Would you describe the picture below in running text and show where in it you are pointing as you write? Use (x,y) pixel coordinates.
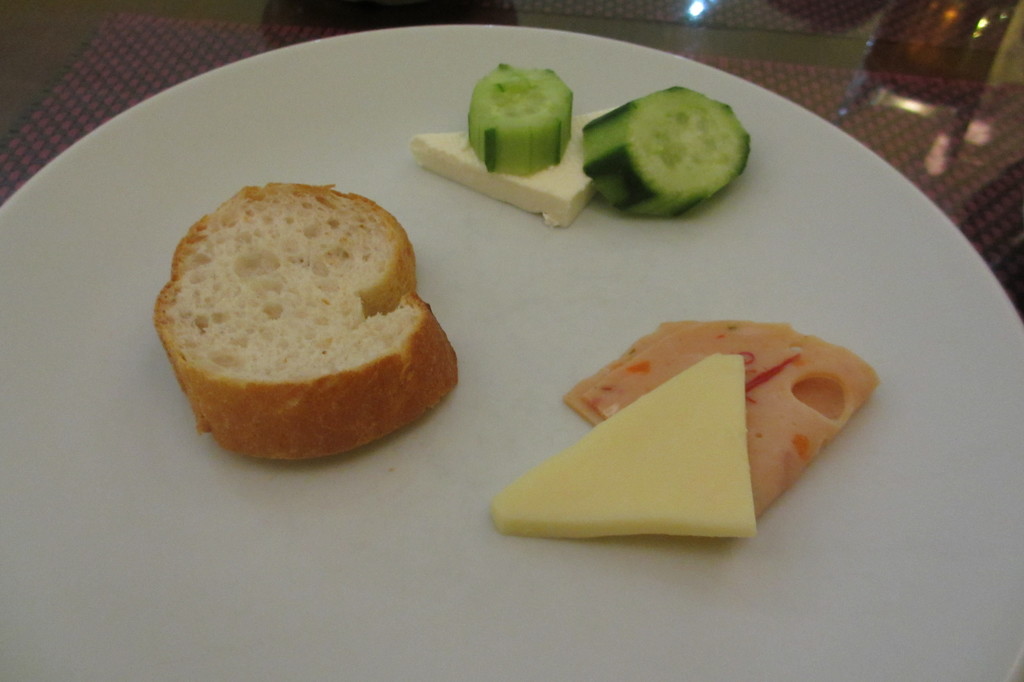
In the image there is a bread slice (251,272), cheese (676,449), cucumber slices (591,140) served on a plate (60,384).
